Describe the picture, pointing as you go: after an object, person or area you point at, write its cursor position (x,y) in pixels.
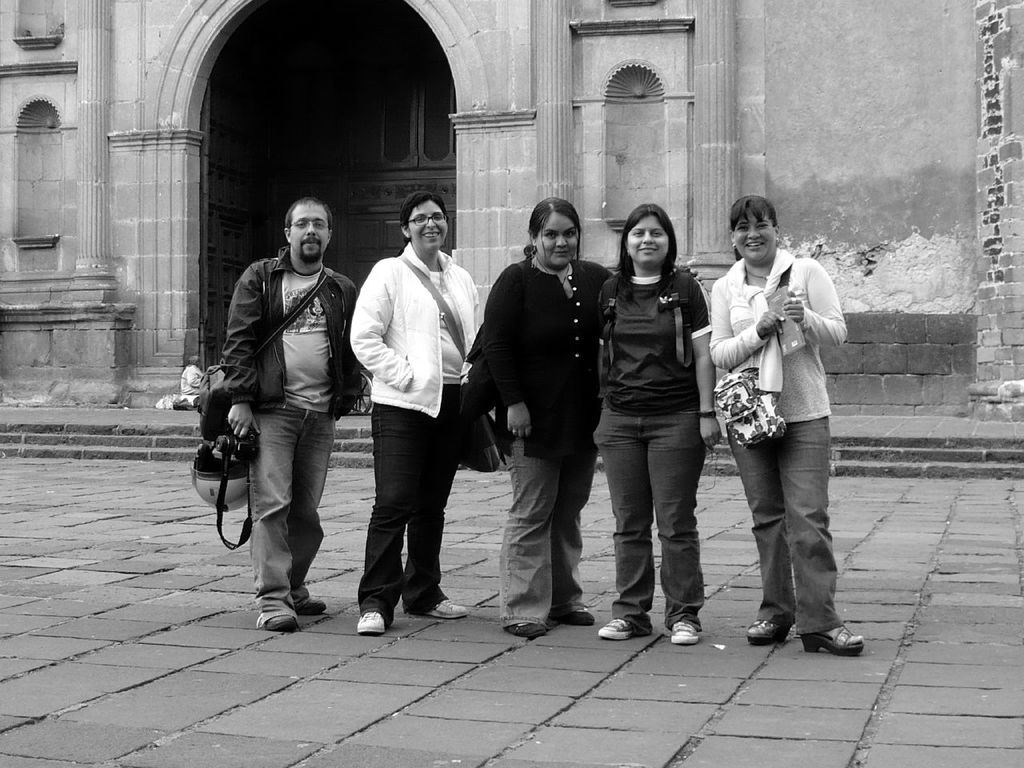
In this picture there is a woman (427,266) who is wearing spectacle (436,223), white jacket (413,286), t-shirt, bag (463,407) and shoe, beside her there is another woman (554,320) who is wearing black dress (506,287). On the right (758,223) there is another woman (807,641) who is wearing jacket (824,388), jeans (770,483) and trouser (801,533). She is holding a pamphlet (784,330) and bag (750,404). Beside her there is another woman (696,392) who is wearing black t-shirt (655,386), jeans (646,520) and sneaker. On the left (338,408) there is a man (293,261) who is wearing jacket (348,345), t-shirt (290,343), trouser (287,557), shoe (276,624) and spectacle (302,224). He is holding a bag (217,393) and helmet (213,467). In the background (79,176) i can see the monument (869,267), beside that there are stairs (914,472).
